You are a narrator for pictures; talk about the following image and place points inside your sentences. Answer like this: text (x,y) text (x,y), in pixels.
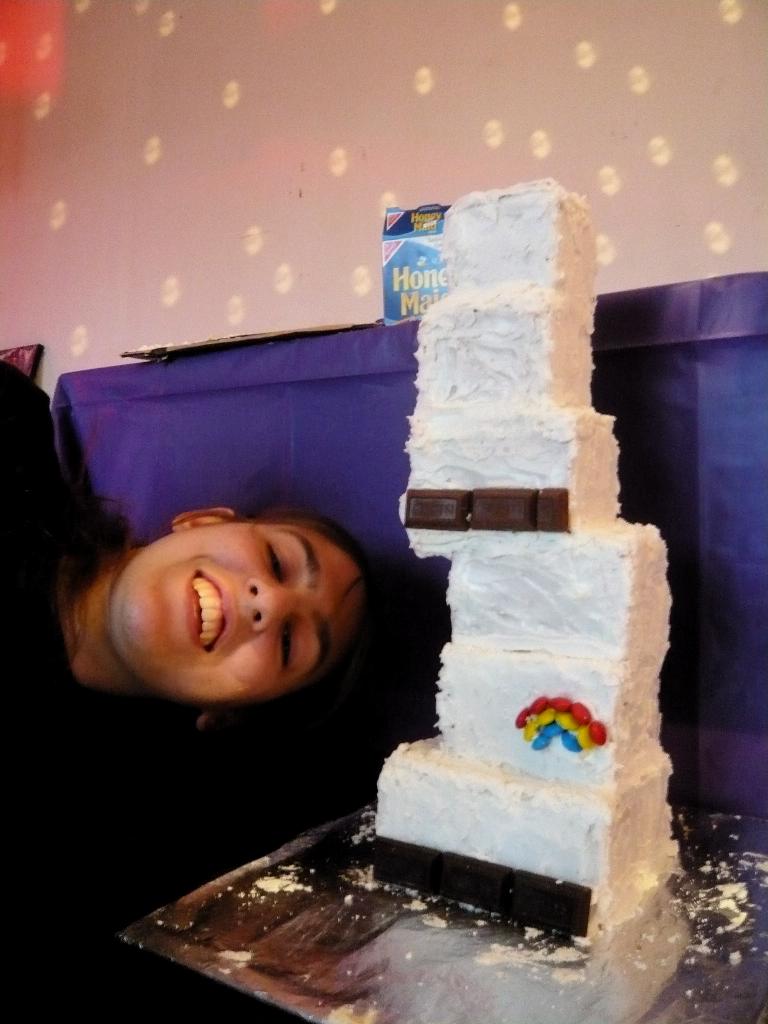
In the image there is a person (79,719) and beside the person (45,760) there is a cake (446,648) kept on the table (255,944) and behind the cake (627,813) there is a purple surface (293,386) and in the background (266,50) there is a wall (470,46).
